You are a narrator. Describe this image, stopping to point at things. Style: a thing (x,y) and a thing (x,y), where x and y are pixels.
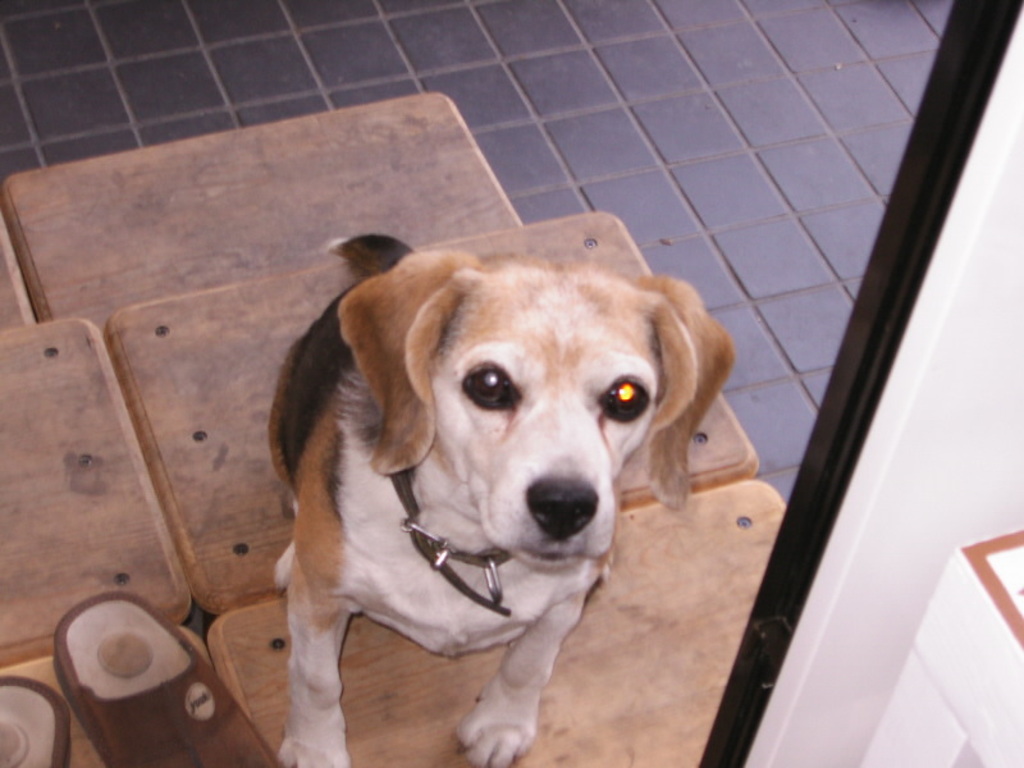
In this picture, we see a dog (384,449) with brown, black and white color is sitting on the wooden bench (76,393). Beside the dog (409,464), there are shoes (151,689) which are in brown color. On the right bottom of the picture (786,748), we see a white wall (889,591) and this picture is clicked inside the room (825,268).
